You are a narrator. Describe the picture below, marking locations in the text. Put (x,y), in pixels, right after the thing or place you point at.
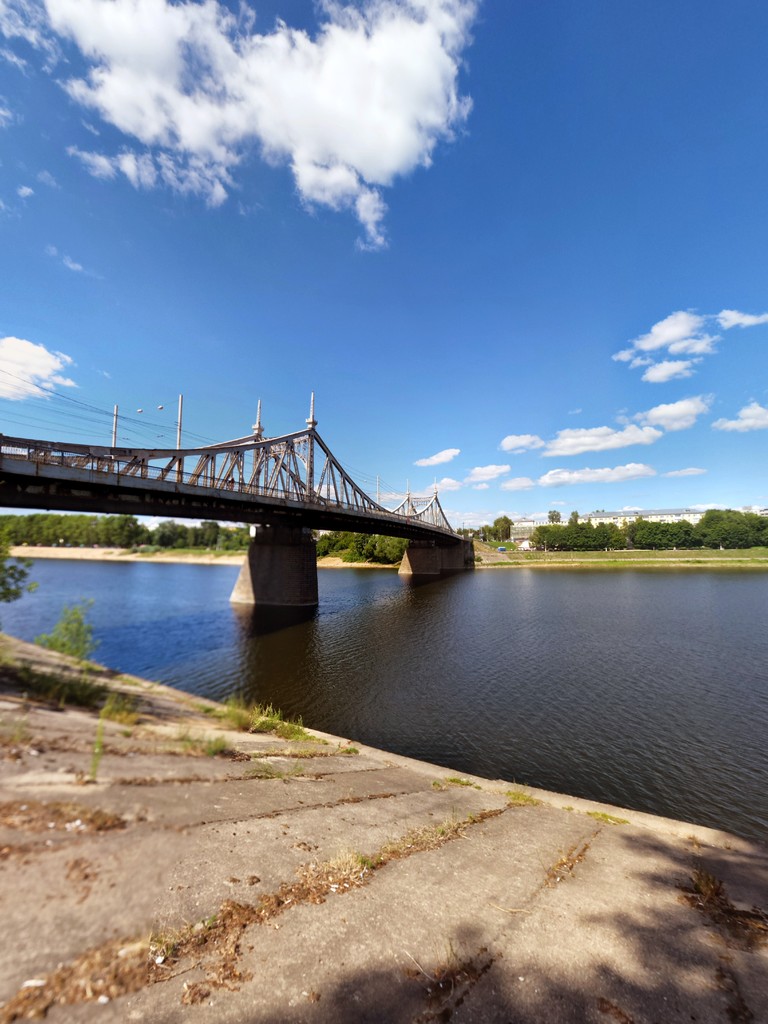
In the center of the image (298,478) we can see bridge (55,467) on the water (305,653). In the background (434,467) we can see trees (572,542), buildings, sky (416,340) and clouds (374,80).
